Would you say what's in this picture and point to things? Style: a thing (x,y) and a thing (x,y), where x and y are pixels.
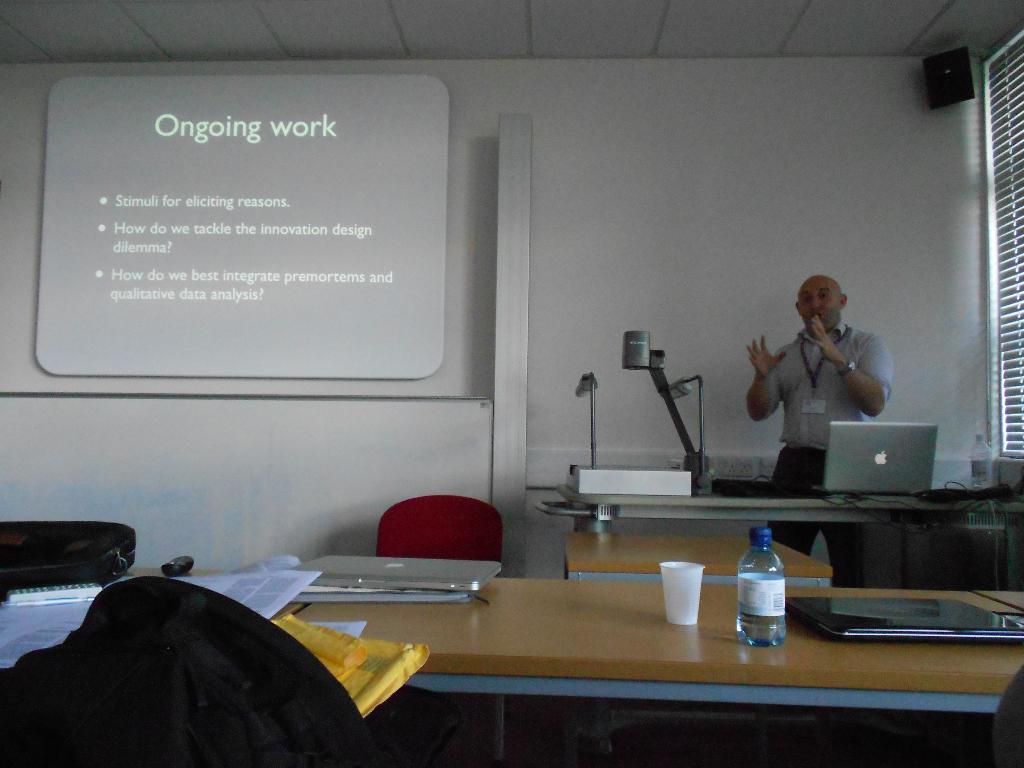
In the image there is a bald headed (798,394) standing on the right side (807,419) in front of table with laptop (875,430) and an equipment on it, on the left side (221,233) there is a screen (417,214) on the wall (452,274), in the front (555,642) there is table (583,629) with water bottle (757,618), laptop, cup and books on it, this is clicked in the classroom (955,114).
